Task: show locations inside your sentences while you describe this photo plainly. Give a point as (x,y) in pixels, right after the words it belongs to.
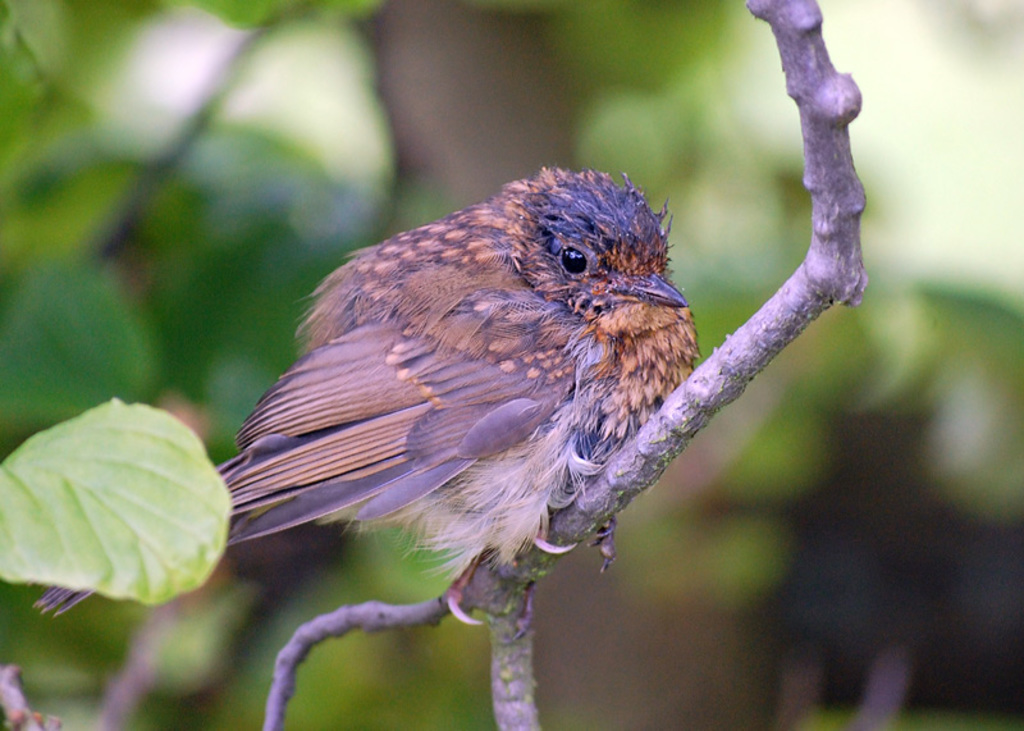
In this picture we can see a bird (311,316) sitting on the branch (346,618) of a tree (335,625) with green leaves (52,546).
